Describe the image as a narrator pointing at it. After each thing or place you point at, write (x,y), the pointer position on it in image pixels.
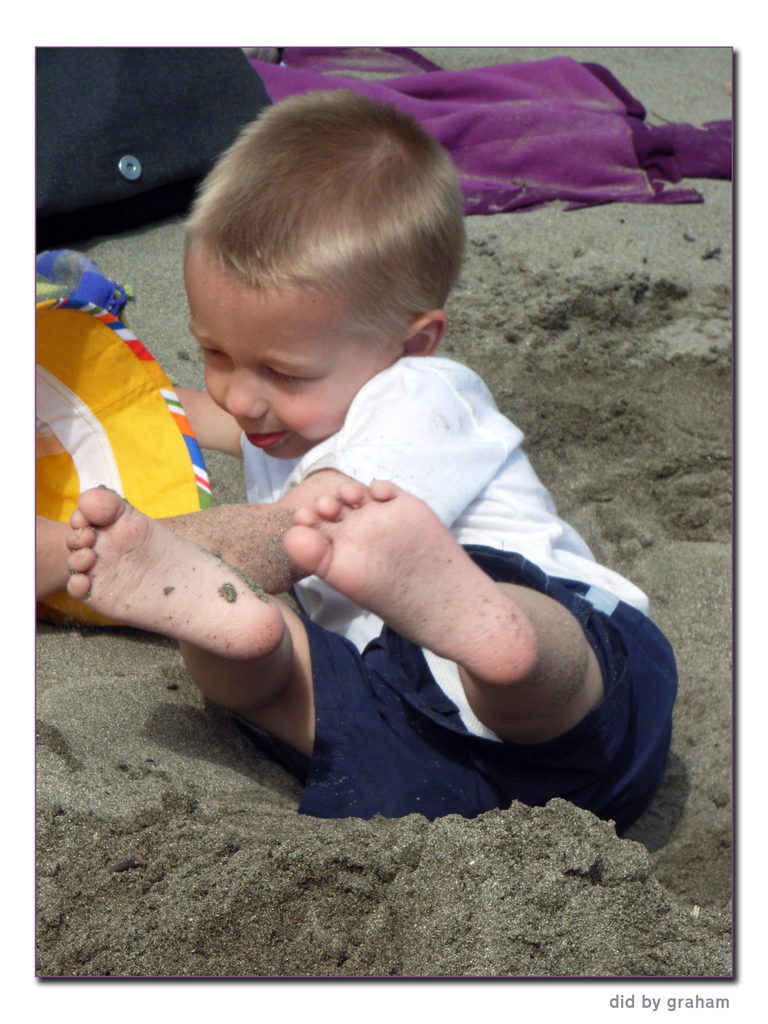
This image consists of a kid (302,671). He is wearing a white shirt (321,598). There is a cloth (499,150) at the top (505,118). There is sand (298,780) in this image.
